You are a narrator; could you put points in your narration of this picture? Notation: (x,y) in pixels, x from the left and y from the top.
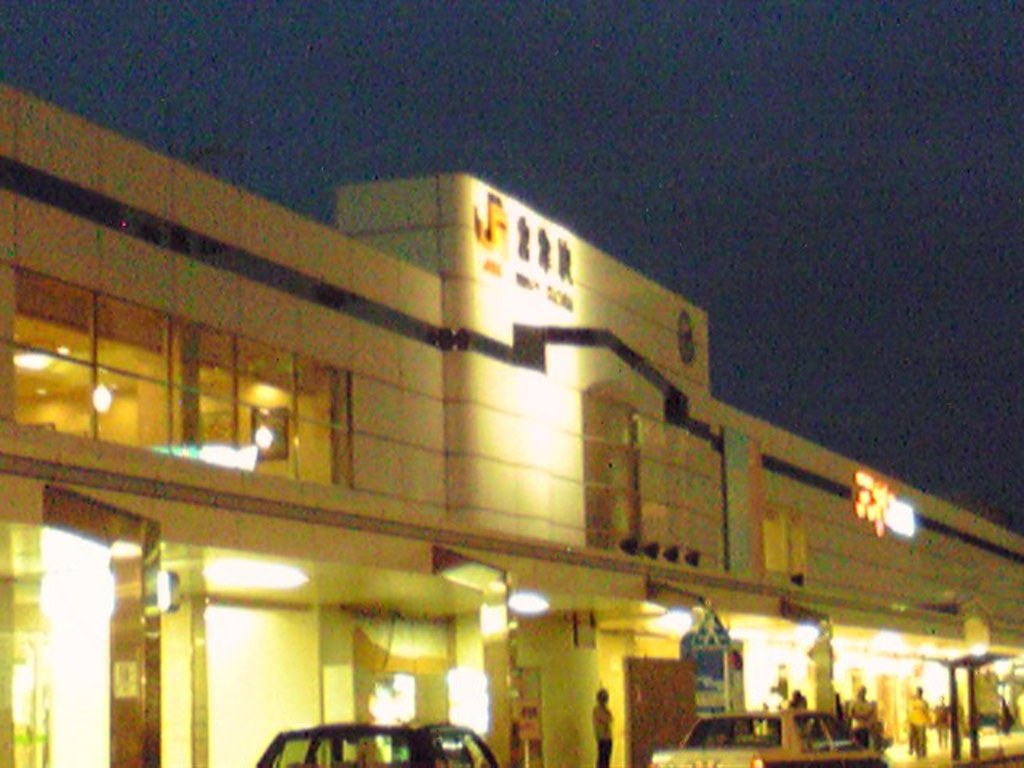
In this image in the center (484,385) is a building (598,622), and there are some people (914,738), vehicles (391,759), lights (983,649), pillar (972,670) and there is a text (564,267) and some other objects (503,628). At the top of the image (502,110) there is sky (532,143).
